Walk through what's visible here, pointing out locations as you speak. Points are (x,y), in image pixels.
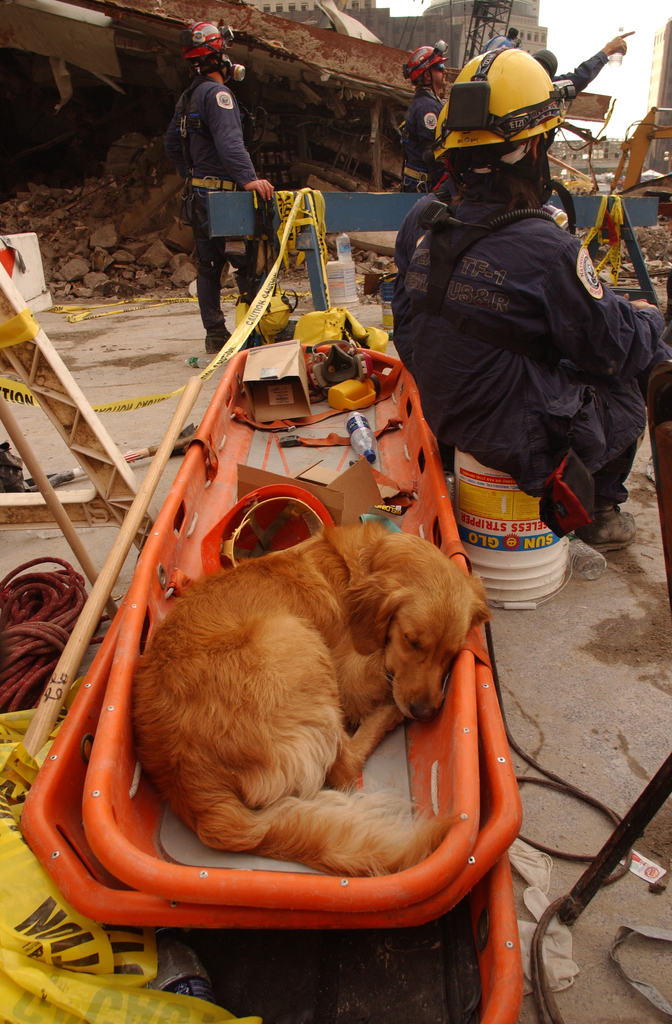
In this image, we can see persons (421,179) wearing clothes (477,240) and helmets (204,37). There is a person (449,338) on the right side of the image (499,366) sitting on the bucket (499,497). There is a basket (467,720) in the middle of the image (362,453) contains helmet (270,492), box (254,469), bottle (362,441) and dog (373,607). There is a barricade tape (56,971) in the bottom left (76,987) and in the middle of the image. There are sticks (140,492) on the left side of the image (145,480).
